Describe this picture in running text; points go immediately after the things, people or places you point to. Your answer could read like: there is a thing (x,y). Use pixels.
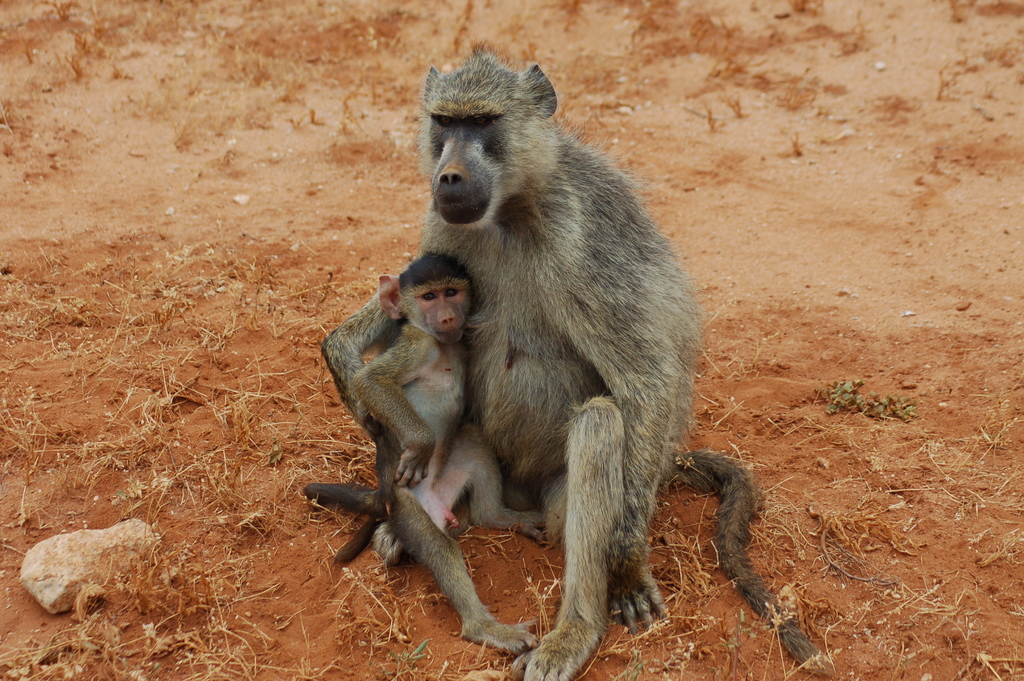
In this image there is a monkey (562,344) sitting on the ground (763,426). There is a baby monkey (422,372) in its arms (589,325). To the left (119,543) there is a stone (89,556) on the ground (10,523).
